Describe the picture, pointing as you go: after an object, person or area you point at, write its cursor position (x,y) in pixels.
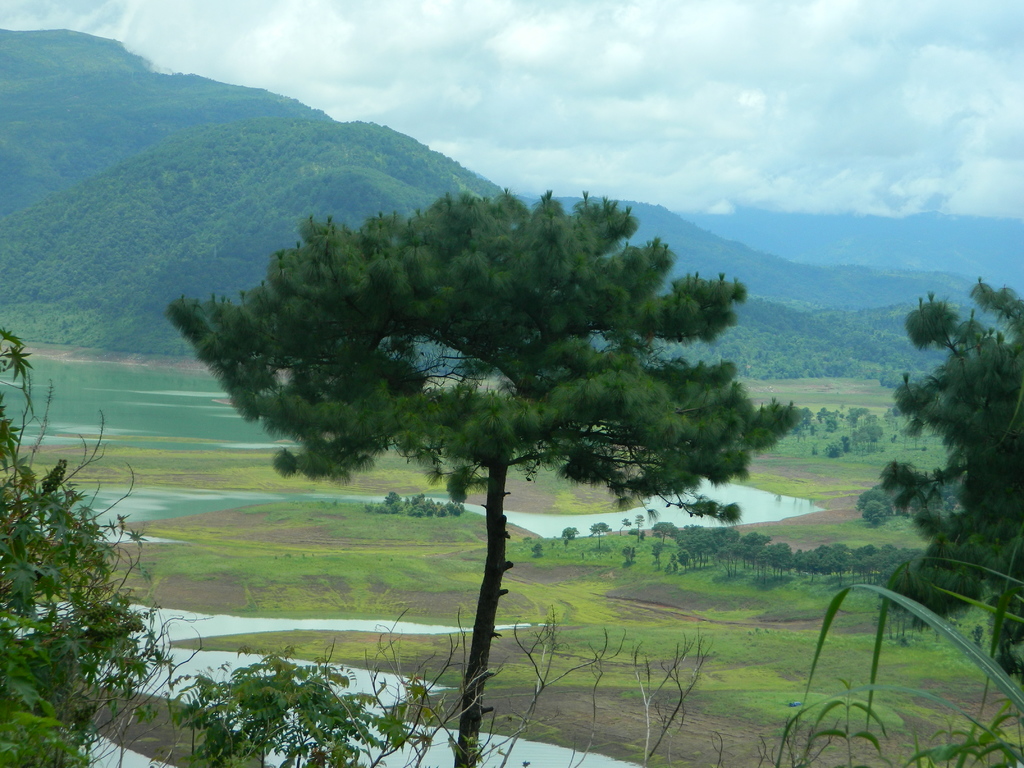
In this image I can see few trees (191,741), mountains (472,182), water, grass (285,571) and the sky (770,134).
